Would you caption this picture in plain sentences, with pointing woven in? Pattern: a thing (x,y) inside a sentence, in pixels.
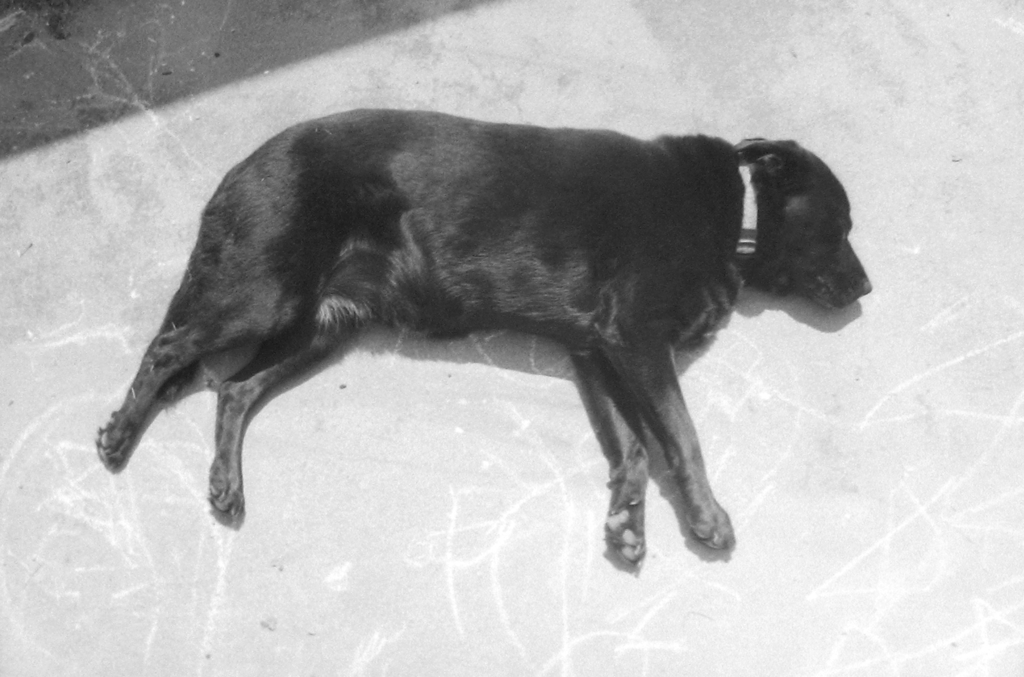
In this image we can see one black dog (728,220) with a white belt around the neck (771,279) and it is sleeping on the floor (559,475).
